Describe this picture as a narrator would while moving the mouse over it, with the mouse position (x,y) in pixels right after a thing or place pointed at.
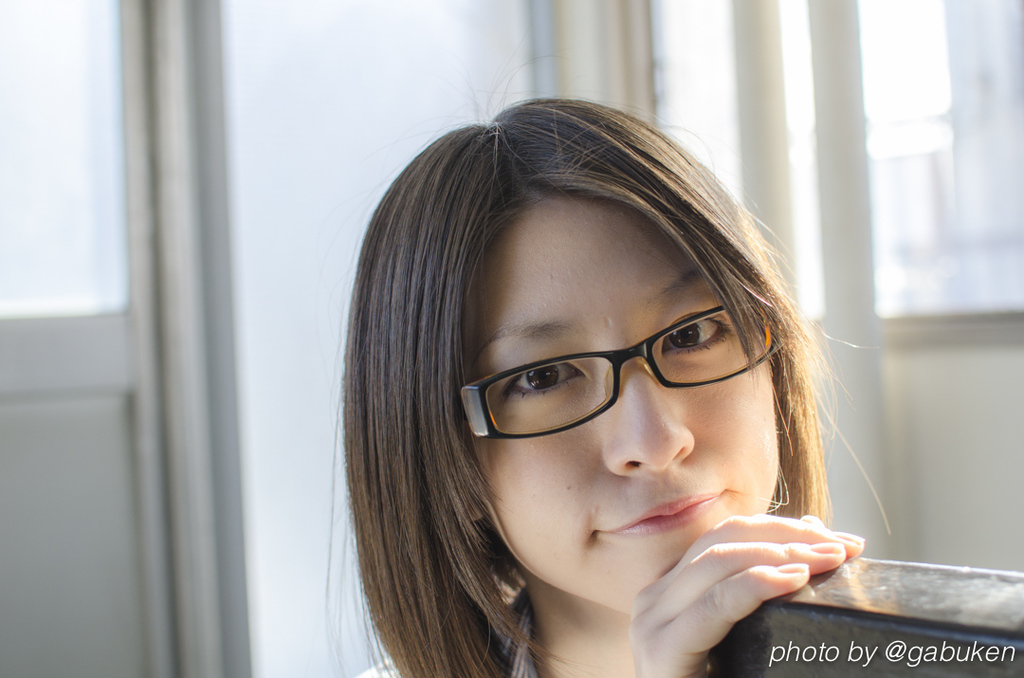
In this image there is a girl (459,461) who is wearing the black color specs (520,419), has kept her hands (710,566) on the wooden desk (808,612). In the background (130,198) there is a door (90,260) on the left side (49,267) and a windows (952,137) on the right side (926,145).
